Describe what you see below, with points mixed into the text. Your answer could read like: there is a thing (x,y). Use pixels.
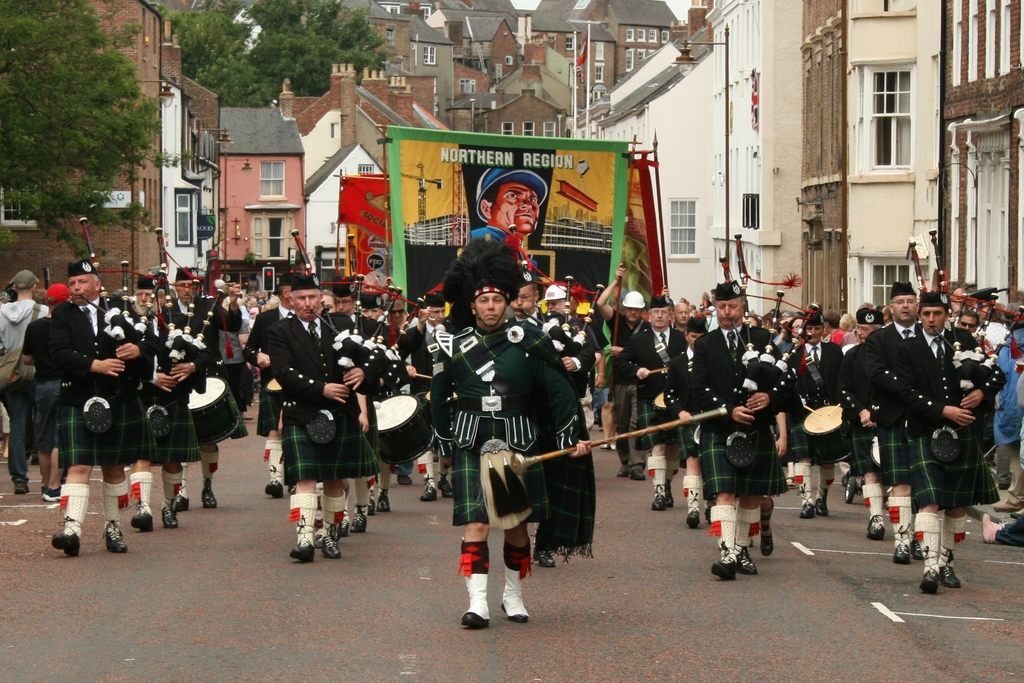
In this image I can see a crowd (551,370) is playing musical instruments (818,414) on the road (626,578). In the background (422,165) I can see a poster (534,191), buildings (349,167), light poles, windows (282,217) and trees (12,43). This image is taken on the road (596,508) during a day.
